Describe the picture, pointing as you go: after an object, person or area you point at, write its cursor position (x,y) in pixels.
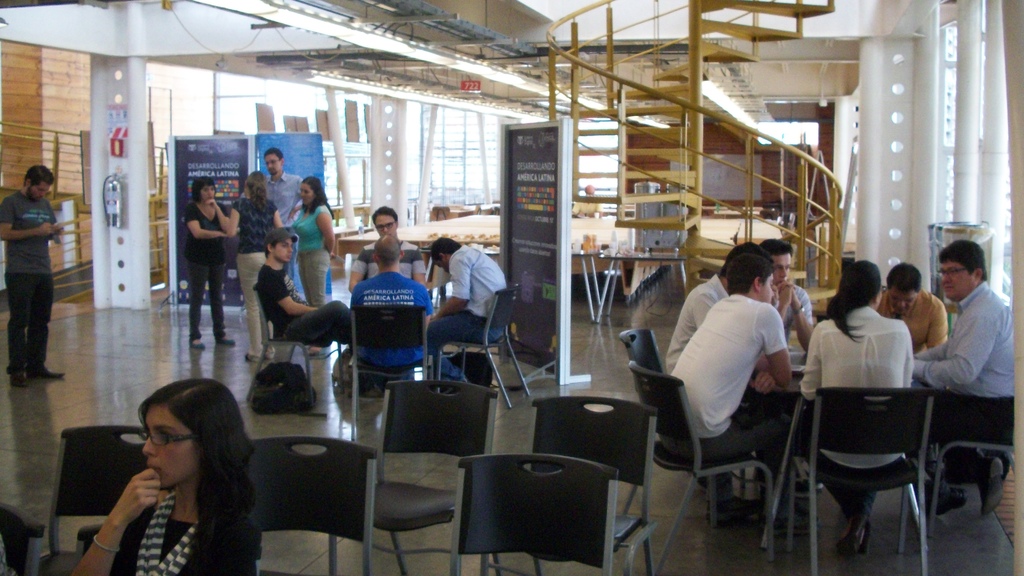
In this image there are group of people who are sitting around a table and talking with each other. To the right side (695,98) there is a staircase (634,136). At the bottom (534,473) there are chairs (507,514) on which there is a woman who is sitting. To the left side (39,253) there is a man (12,335) standing on the floor (8,391) and a fire extinguisher (115,201) which is attached to the pillar (92,171). At the top (437,38) there are lights (348,35) and ceiling (498,86). In the middle (528,219) there is a big hoarding (551,222).
